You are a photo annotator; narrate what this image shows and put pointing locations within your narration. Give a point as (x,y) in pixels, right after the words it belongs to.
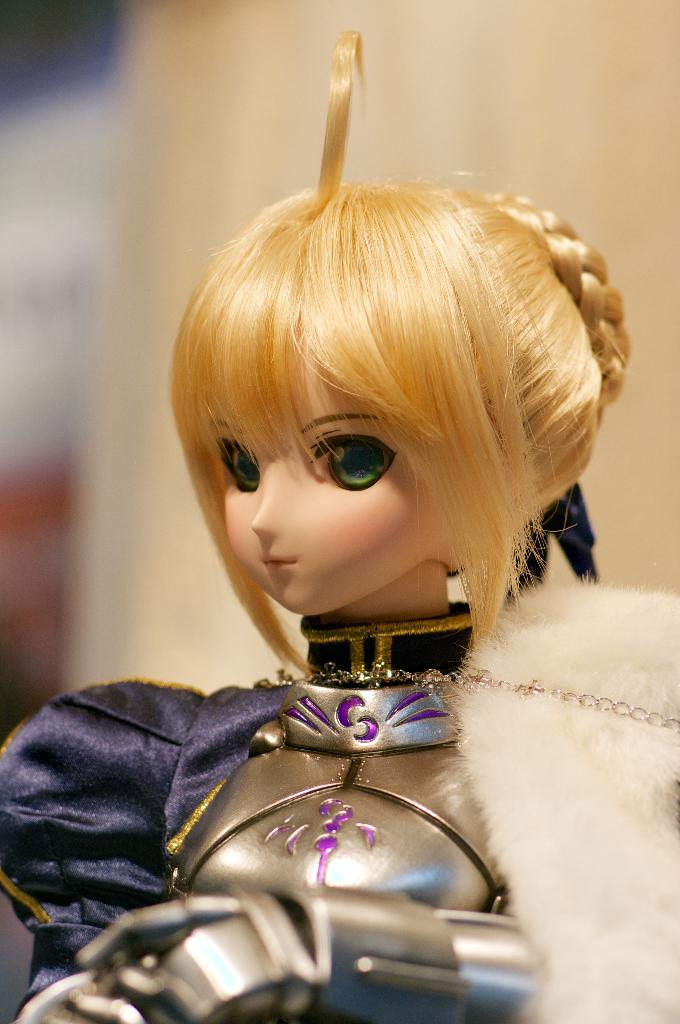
In this image I can see a doll of girl (607,801).
